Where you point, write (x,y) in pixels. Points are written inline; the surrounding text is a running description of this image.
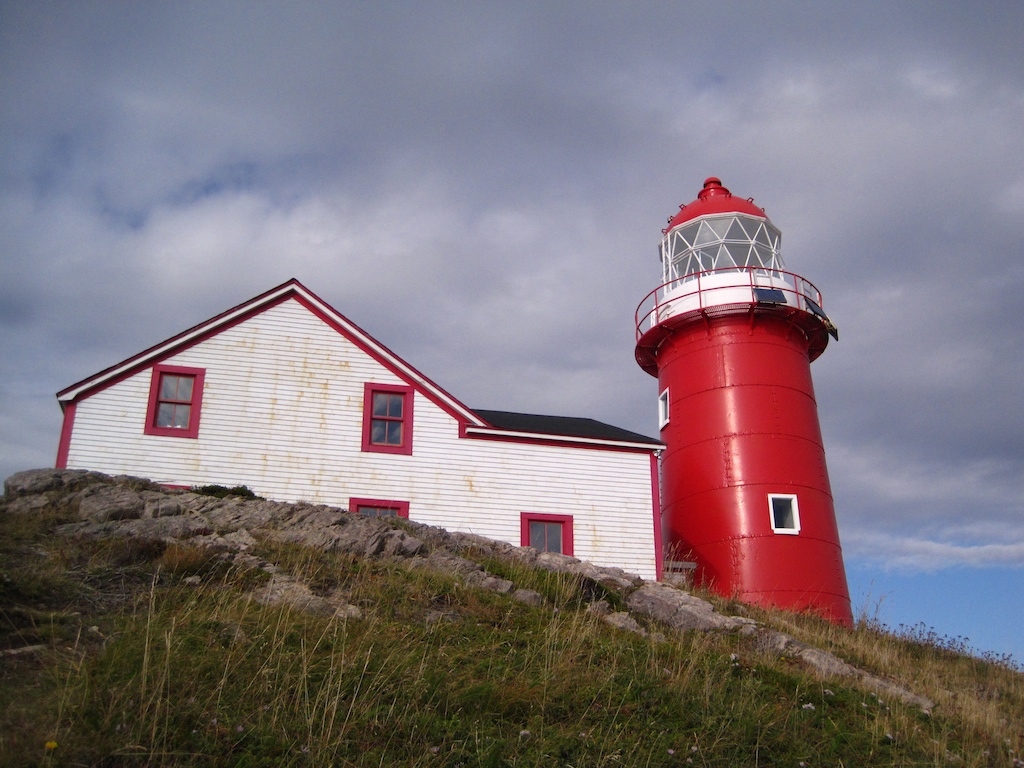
In this image we can see sky (232,282) with clouds (507,383), building (346,425) and grass (257,614) on hill (479,607).
